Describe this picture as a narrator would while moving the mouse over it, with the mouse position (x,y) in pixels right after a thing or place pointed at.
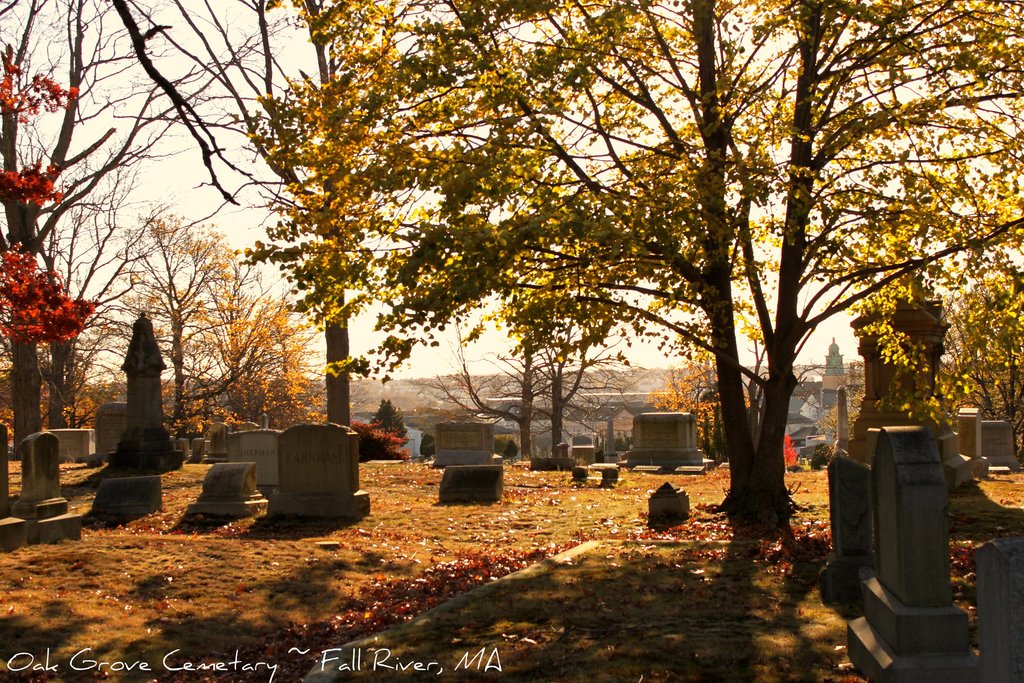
In this image there are some cemeteries (954,435), trees (56,319) and in the background (831,405) there are some houses (814,395). At the bottom (454,521) there is grass (41,578) and some dry leaves (449,528), and at the top (266,174) there is sky (260,189).
